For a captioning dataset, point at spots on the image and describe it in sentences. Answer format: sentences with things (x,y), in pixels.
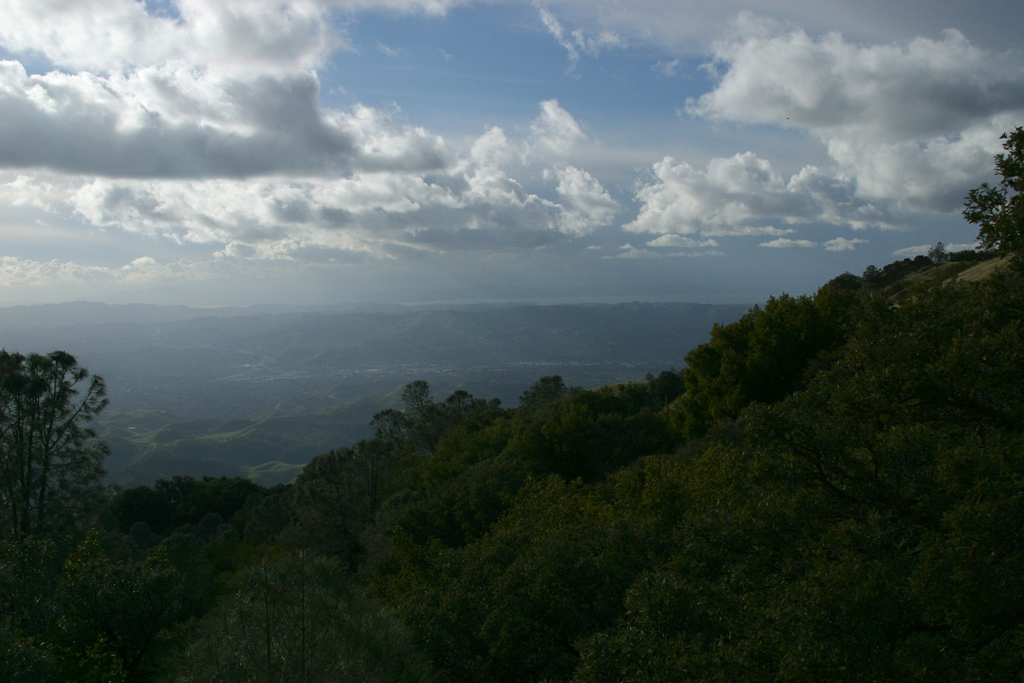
This image is taken outdoors. At the top of the image (166,166) there is a sky (228,124) with clouds (915,102). At the bottom of the image (290,560) there are many trees (400,484) and plants (874,323) on the ground (909,326). In the background (214,355) there are a few hills (354,344).
